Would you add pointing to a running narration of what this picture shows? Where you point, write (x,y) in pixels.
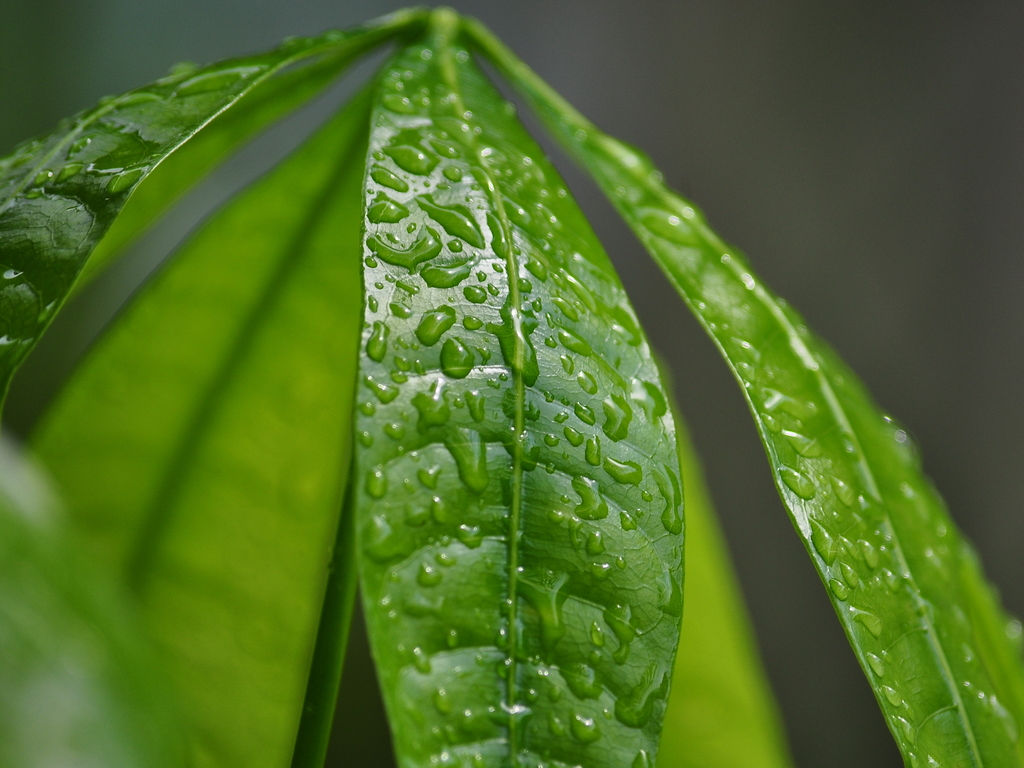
In the foreground of this image (612,203), there are water droplets (123,160) on the leaves (557,397) and the background (809,109) image is blur.
